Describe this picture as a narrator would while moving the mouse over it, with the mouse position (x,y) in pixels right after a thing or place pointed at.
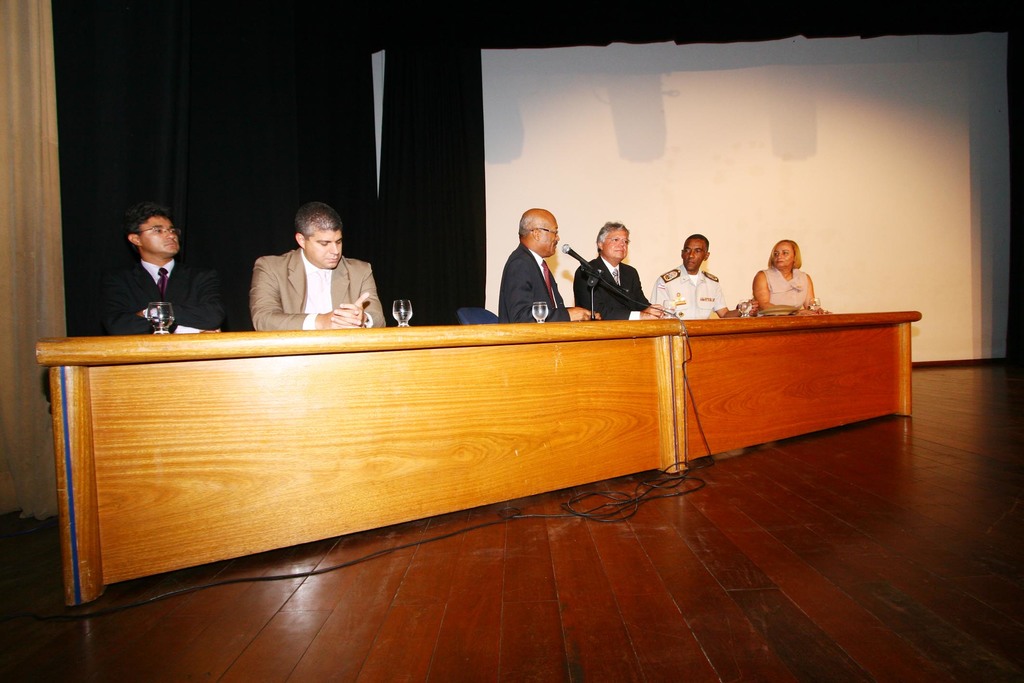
In this picture I can see group of people (344,327) sitting on the chairs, there is a mike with a mike stand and there are glasses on the table (520,349), and in the background (399,129) there are curtains (396,123) and a screen (892,159).
